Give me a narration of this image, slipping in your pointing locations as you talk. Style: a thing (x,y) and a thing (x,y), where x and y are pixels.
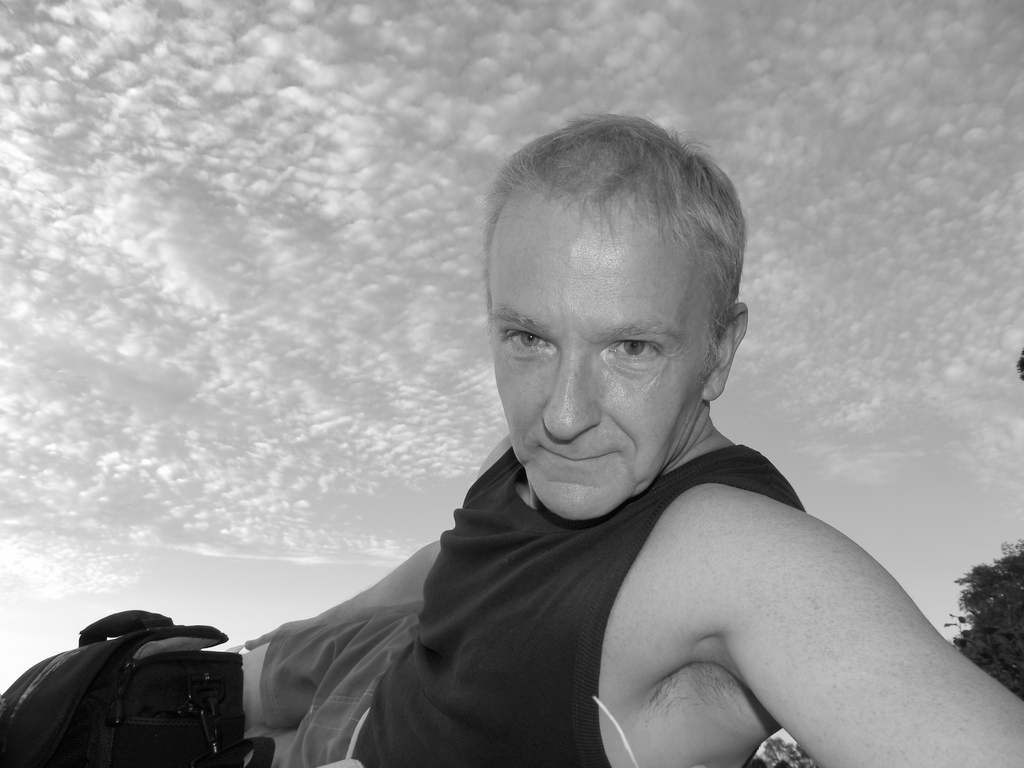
This picture is in black and white. In front of the picture, the man (532,638) in the black T-shirt (523,617) is holding a black color camera bag (173,706) in his hand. He is posing for the photo. On the right side (1005,597), we see a tree (964,617). At the top of the picture (354,159), we see the sky (405,266) and the clouds (830,318).
